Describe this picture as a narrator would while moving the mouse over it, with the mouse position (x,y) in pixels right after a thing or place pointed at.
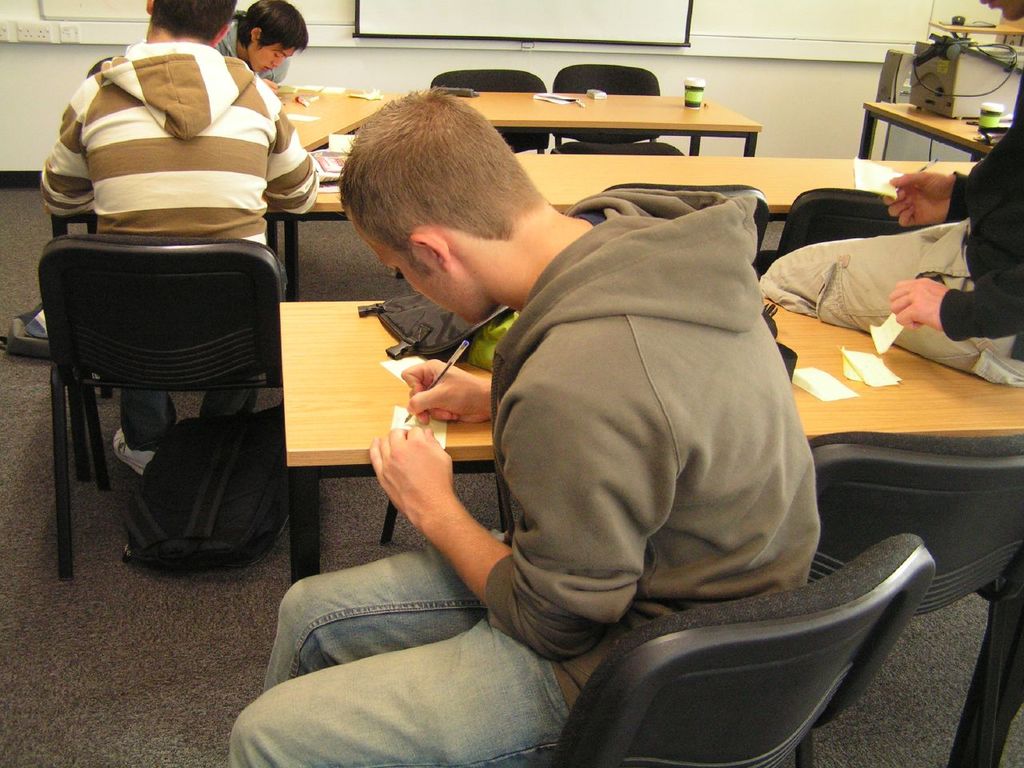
A man (593,369) with grey jacket (656,431) is sitting on the black chair (697,622) and writing on a paper (442,430). In front of him there is a table (323,410) with bag (430,333), paper (848,363) and a person (868,327) on it. There are many tables (684,126) and chairs (539,85). Two persons (234,86) are sitting to the left side (197,130). And to the right top corner (969,95) there is a table (893,106) with some items (949,80) on it. And in the middle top corner there is a screen (529,38).
